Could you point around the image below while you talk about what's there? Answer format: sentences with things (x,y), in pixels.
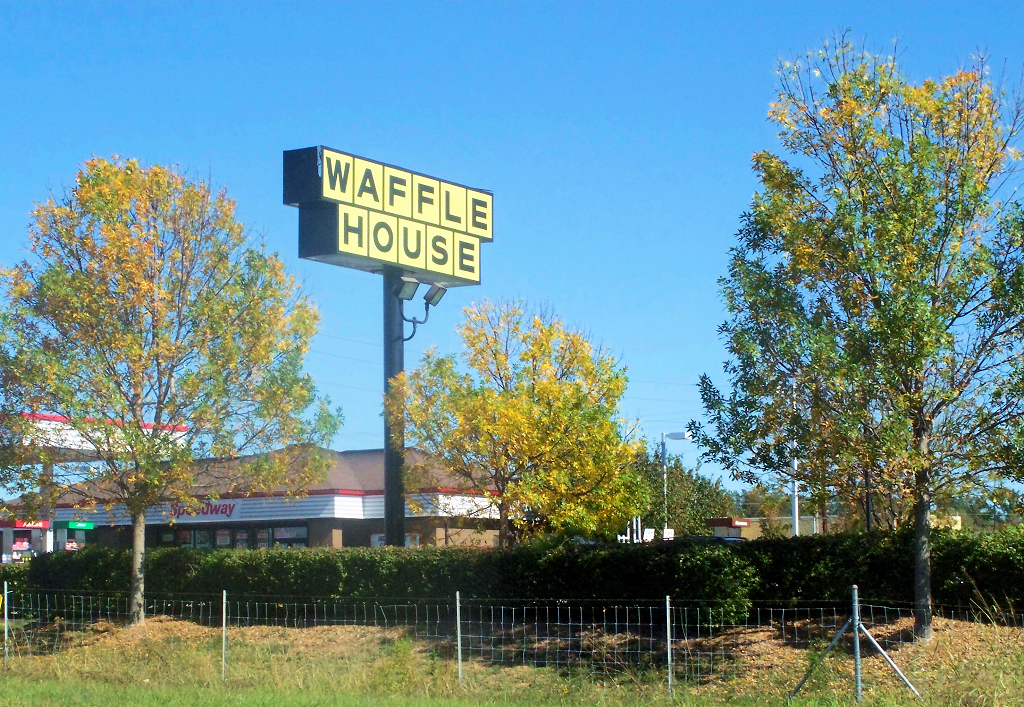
In this image we can see buildings (339,468), name board (366,199), electric lights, trees (101,284), bushes (195,569), fence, grass (236,672) and sky (513,150) in the background (701,135).
